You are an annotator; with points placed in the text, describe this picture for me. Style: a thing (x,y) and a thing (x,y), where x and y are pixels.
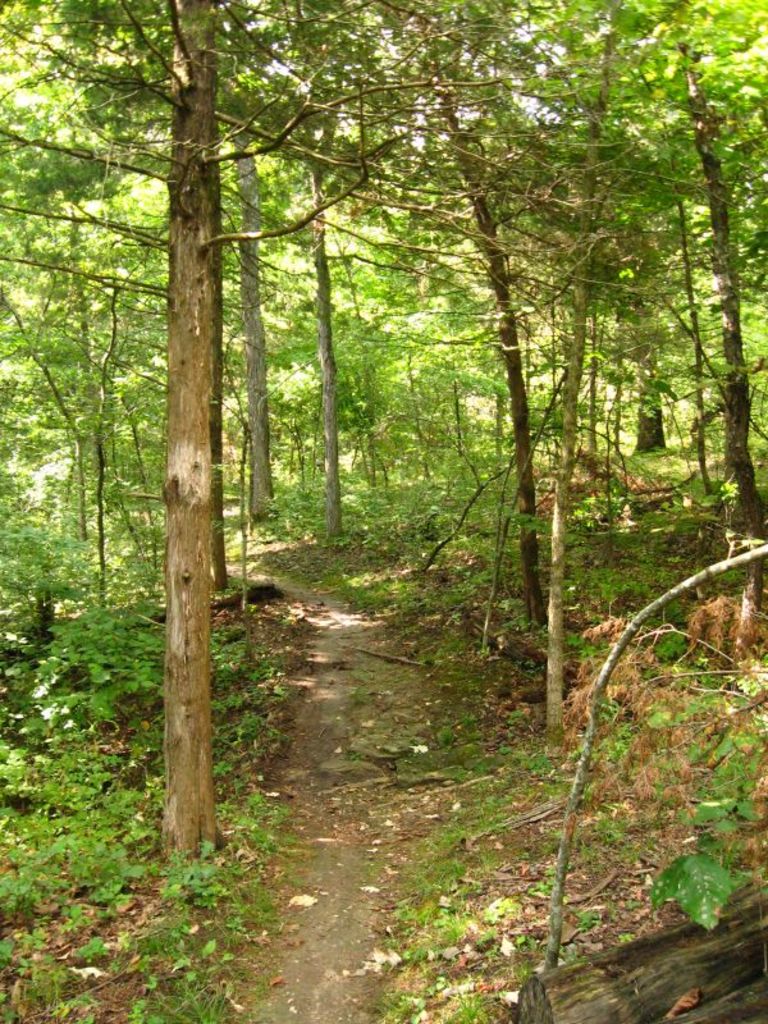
In this image we can see a road (321,950), trees (280,277) and plants (82,603) on both the sides of the road (321,669).
